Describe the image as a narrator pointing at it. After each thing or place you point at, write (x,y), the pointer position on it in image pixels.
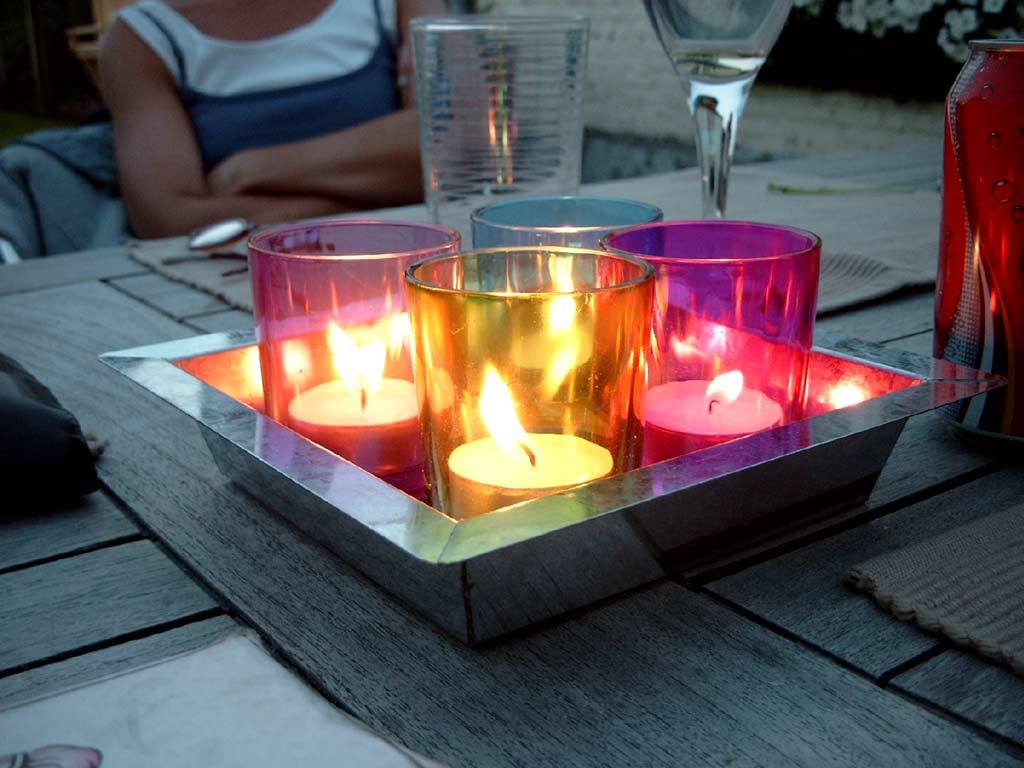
In the image in the center, we can see one table (775,583). On the table (829,581), we can see glasses (565,355), candles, mug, tray (842,383) and few other objects (973,189). In the background (246,91) we can see one person (251,104) sitting on the chair (81,194).
